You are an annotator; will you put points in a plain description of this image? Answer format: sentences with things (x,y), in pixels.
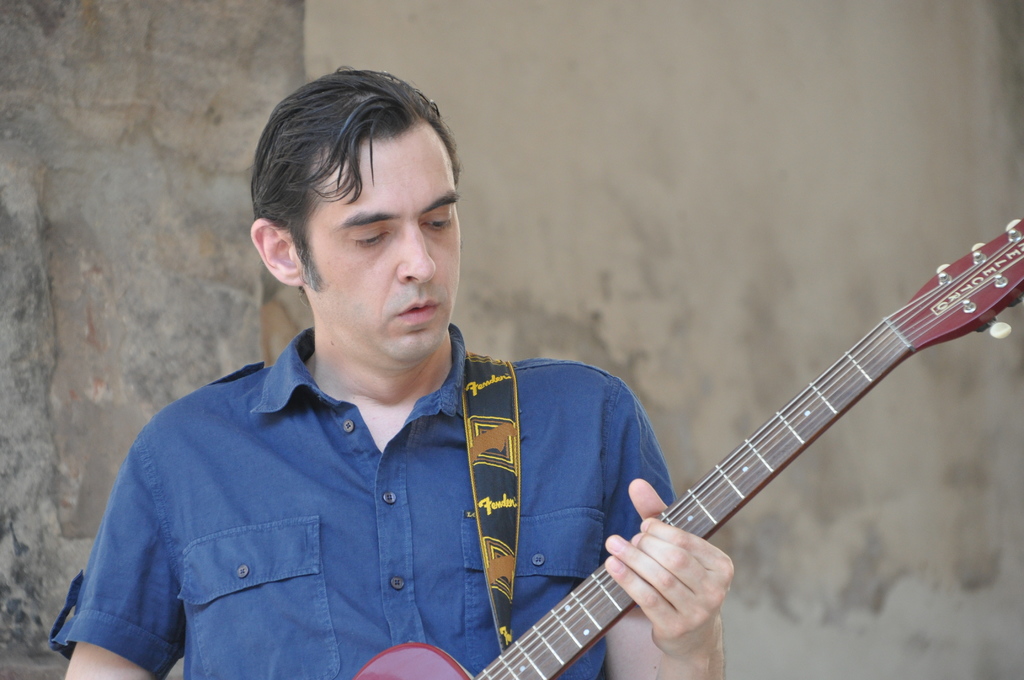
A man (287,441) wearing a blue shirt (303,474) is holding a guitar (566,621) and playing. In the background (251,107) there is a wall (136,243).
